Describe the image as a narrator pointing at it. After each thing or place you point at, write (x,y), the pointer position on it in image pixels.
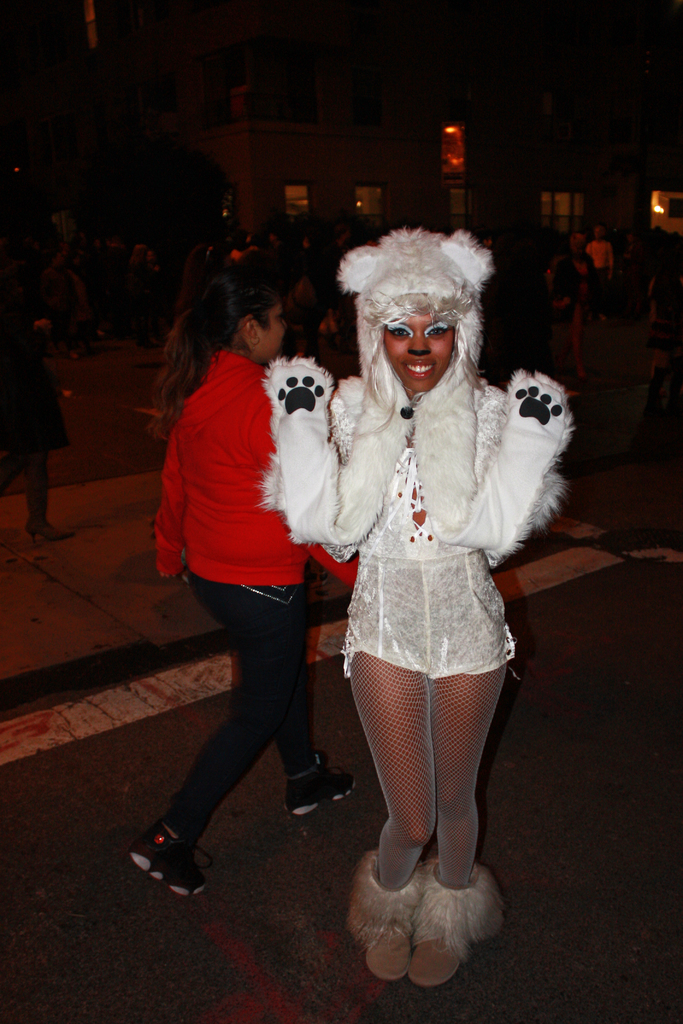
In this image there are some persons (246,673) are standing in middle of this image (257,367). The person (378,500) standing at right side of this image (469,482) is wearing white color dress (409,503) and there is a building (405,190) in the background (357,159).
